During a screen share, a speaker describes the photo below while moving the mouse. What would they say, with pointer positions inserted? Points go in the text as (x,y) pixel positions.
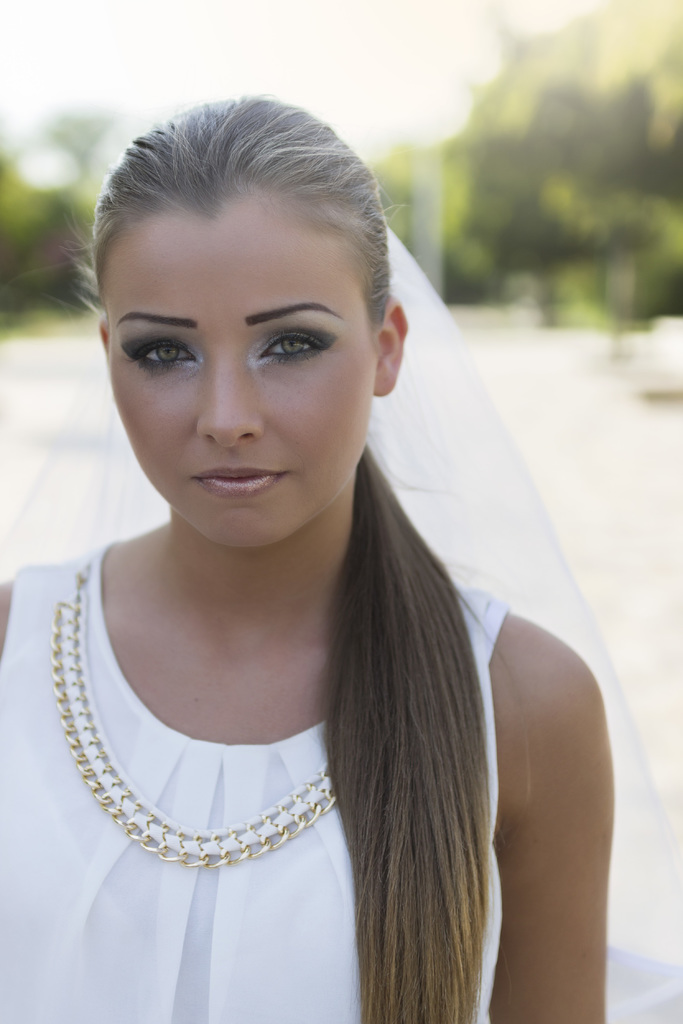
In this image we can see a woman (373,283) is standing, she is wearing the white color dress (226,1004), at the back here are the trees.
